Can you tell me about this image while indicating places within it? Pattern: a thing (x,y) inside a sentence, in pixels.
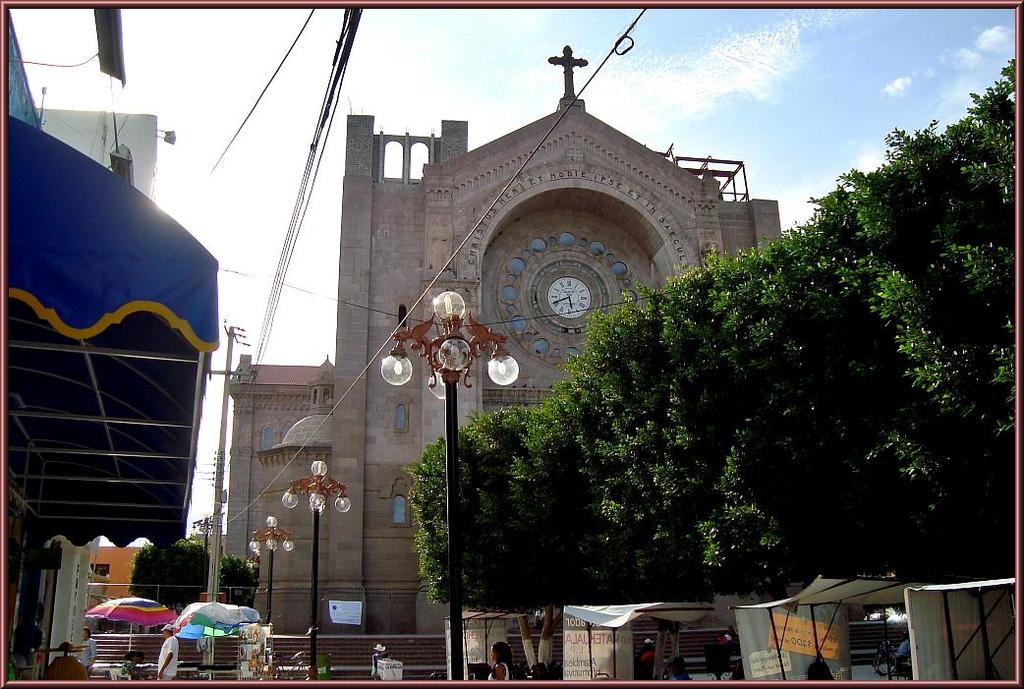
In this image we can see the tents (117,531), light poles (274,520), wires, current pole (219,485), umbrellas (211,615), people (375,647) walking on the road (442,675), trees (914,359), fence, stone building (434,400) where a clock (567,304) is fixed in the center (577,279) and the sky (585,55) with clouds (695,90) in the background (451,105).
